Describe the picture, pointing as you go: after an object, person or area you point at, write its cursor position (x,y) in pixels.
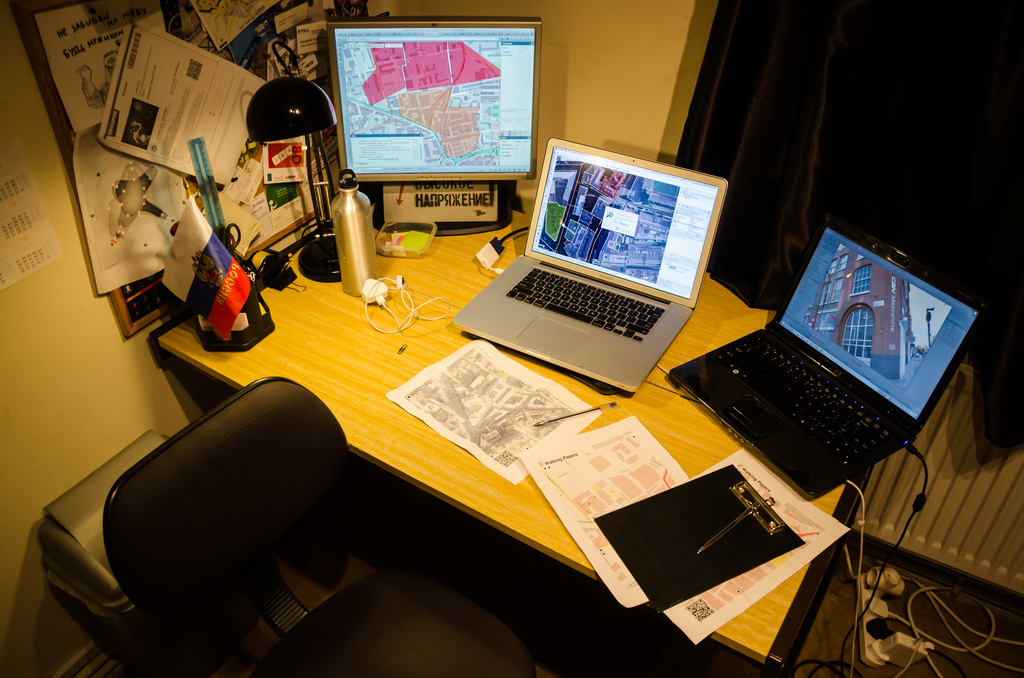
In the image we can see there are two laptops (594,239) and a monitor (433,166) on the table (378,368). There is a chair (276,588) and a dustbin (99,563), these are the cable wires (911,621). On the table (492,509) we can see papers (552,464), pad (623,528), bottle (359,264) and a flag (210,280).
